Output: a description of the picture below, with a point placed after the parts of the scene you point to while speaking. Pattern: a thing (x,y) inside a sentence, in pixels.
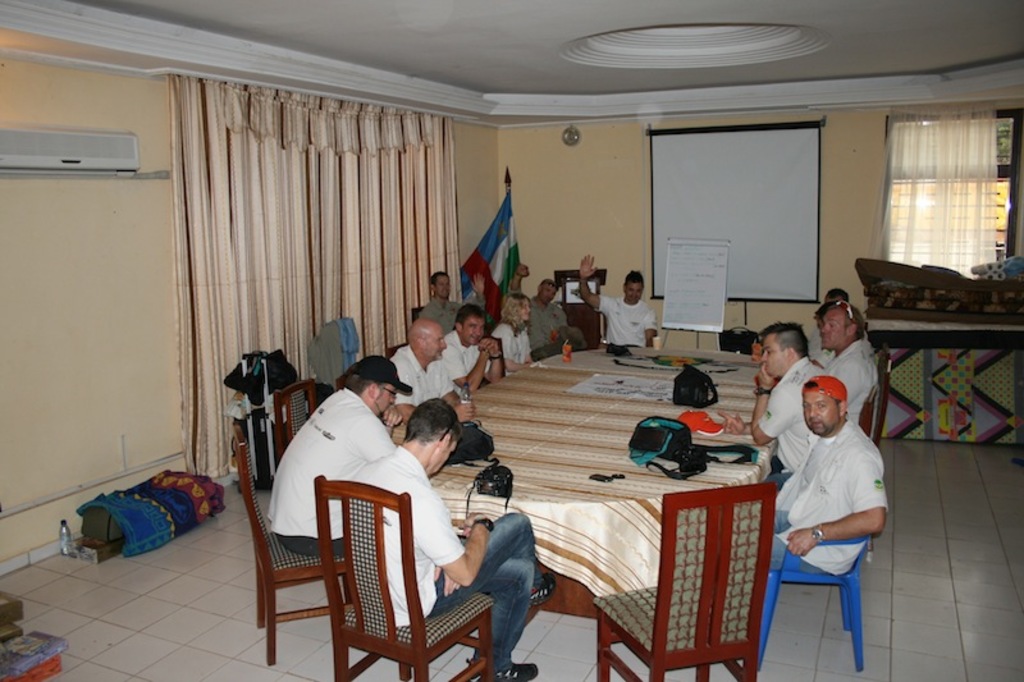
In this image we can see many people (870,479) sitting on chairs (881,398). Some are wearing caps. There is a table (525,429). On the table (552,439) there are cameras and many other items (612,388). On the floor (142,617) there are boxes (92,542) and many other things (31,651). Also there are curtains (360,232) and board (686,167) on the wall (576,180). Also there is an AC (56,158). And there is a board (699,309) with a stand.
